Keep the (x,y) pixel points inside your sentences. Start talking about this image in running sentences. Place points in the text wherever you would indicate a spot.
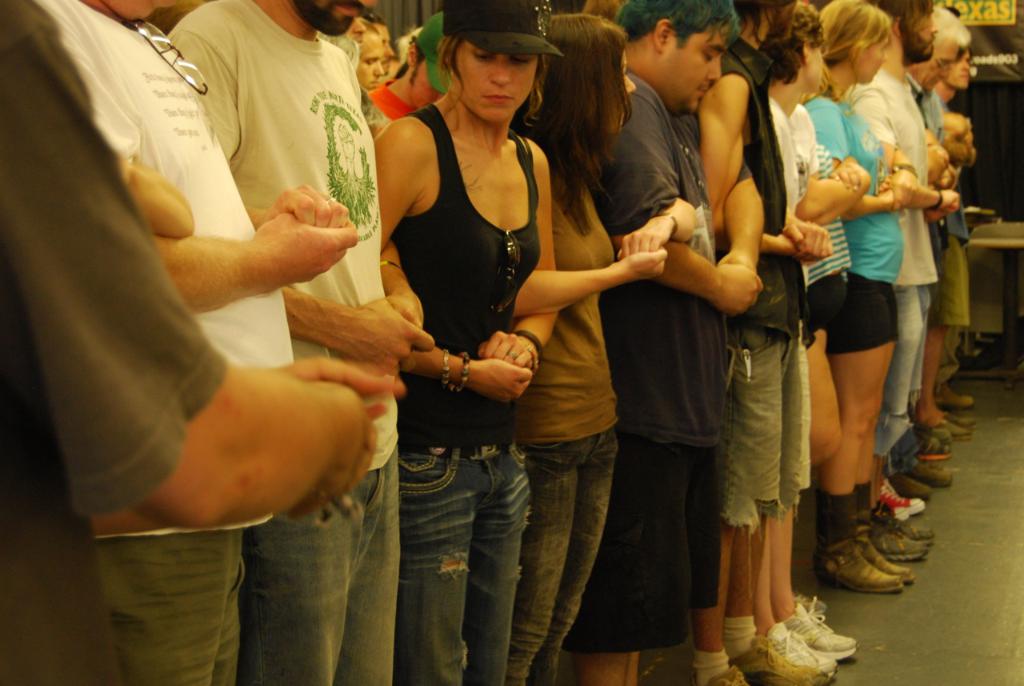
In this image there are people (413,388) standing and holding the hands (281,431) of each other. Floor (948,621) is visible in this image.
